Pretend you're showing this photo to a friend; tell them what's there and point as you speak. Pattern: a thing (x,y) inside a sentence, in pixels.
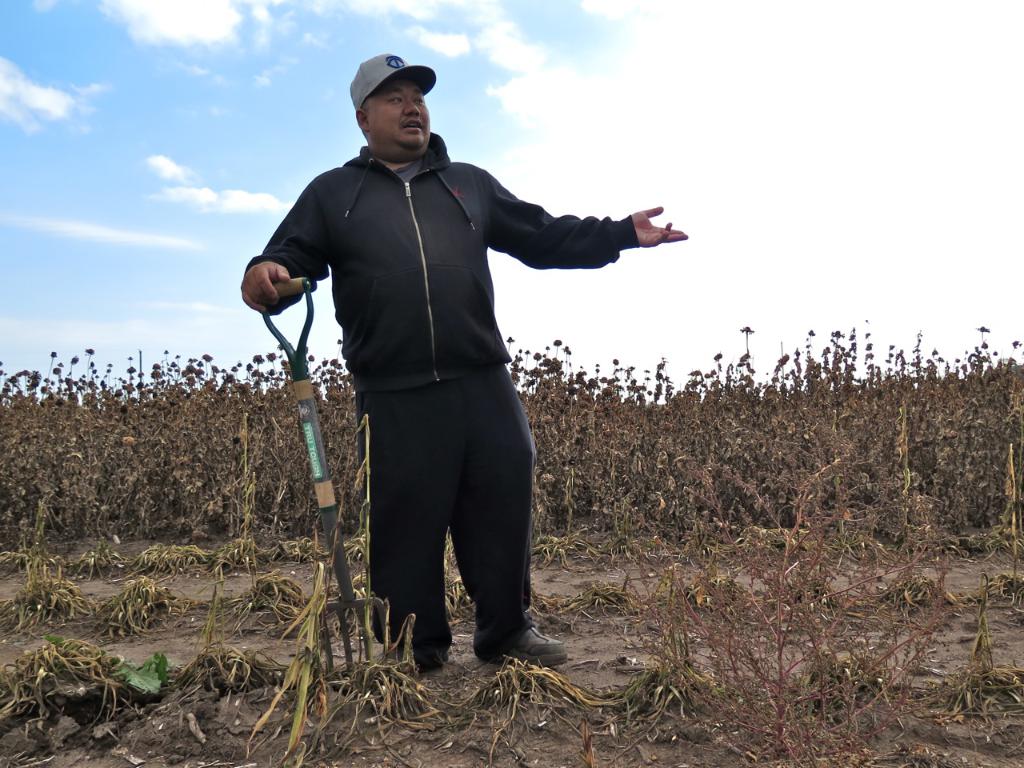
In this picture, we can see a person (349,171) carrying an object (308,398) and we can see the ground (973,607) with plants (592,428) and the sky (736,117) with clouds (803,219).
